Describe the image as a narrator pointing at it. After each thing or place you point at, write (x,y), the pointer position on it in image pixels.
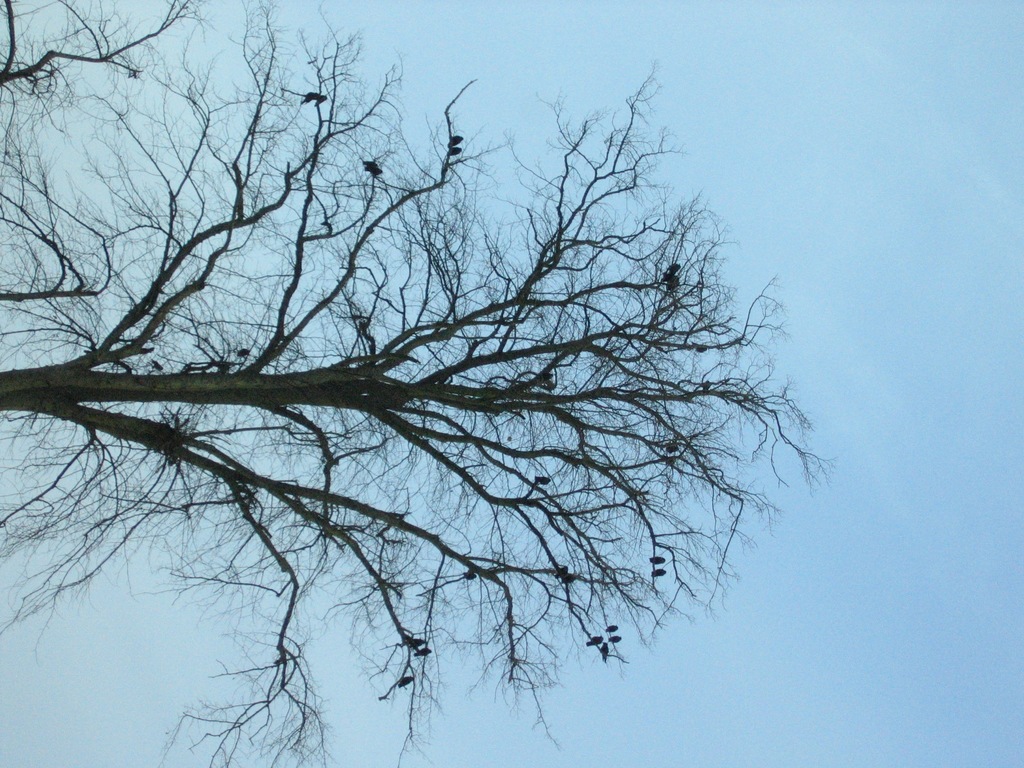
In this image I can see branches (381,414) of a tree (284,650) and the sky (905,345) in the background (859,256).
